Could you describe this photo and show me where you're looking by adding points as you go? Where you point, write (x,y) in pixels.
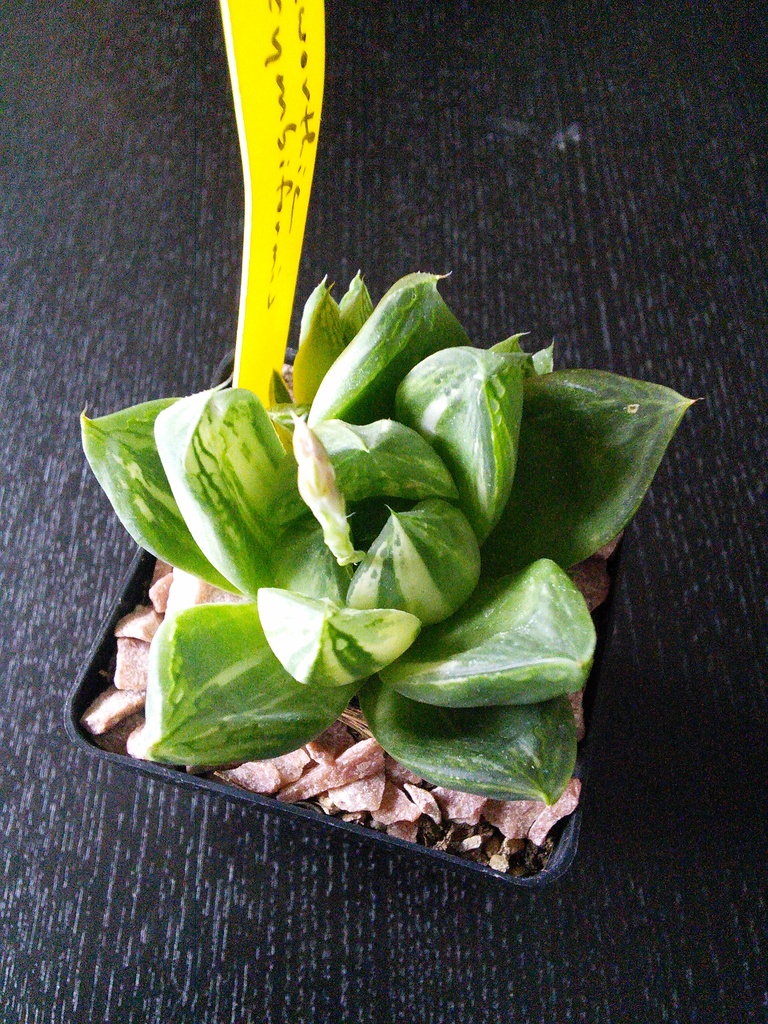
In this image I can see a black colour thing (114,754) and in it I can see few green colour things (210,467), a yellow colour thing (262,301) and few other stuffs (172,588).
